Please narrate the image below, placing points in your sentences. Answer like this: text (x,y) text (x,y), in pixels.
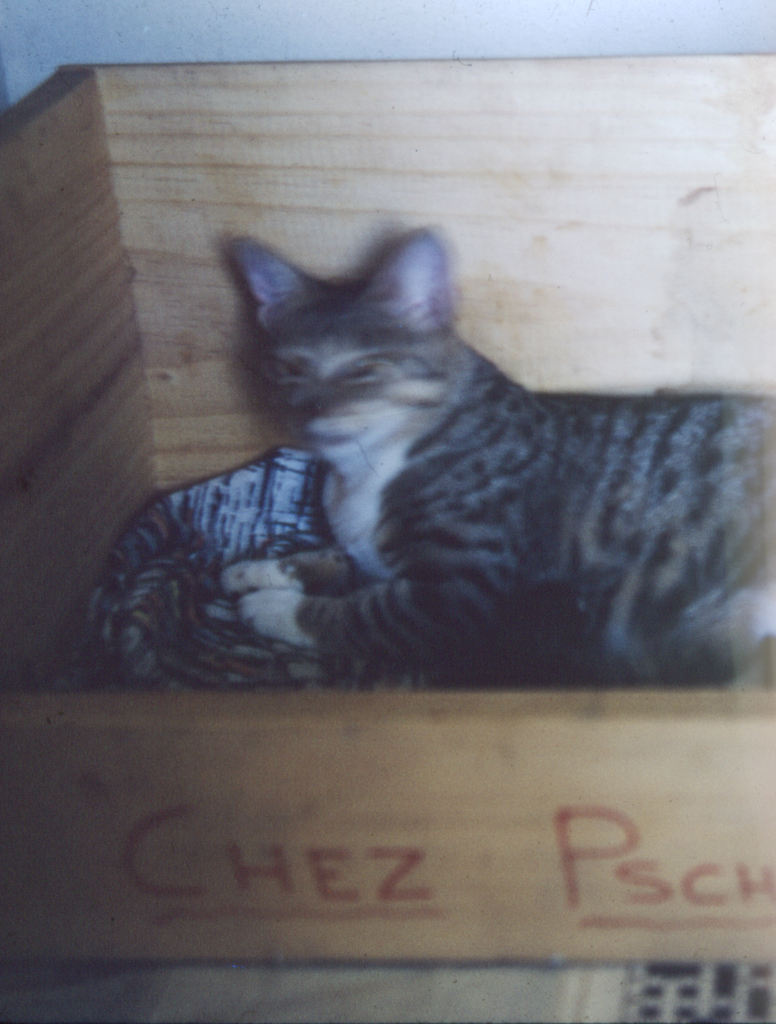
In this image there is a picture (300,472) of the cat (379,455) in a wooden box (658,808).
